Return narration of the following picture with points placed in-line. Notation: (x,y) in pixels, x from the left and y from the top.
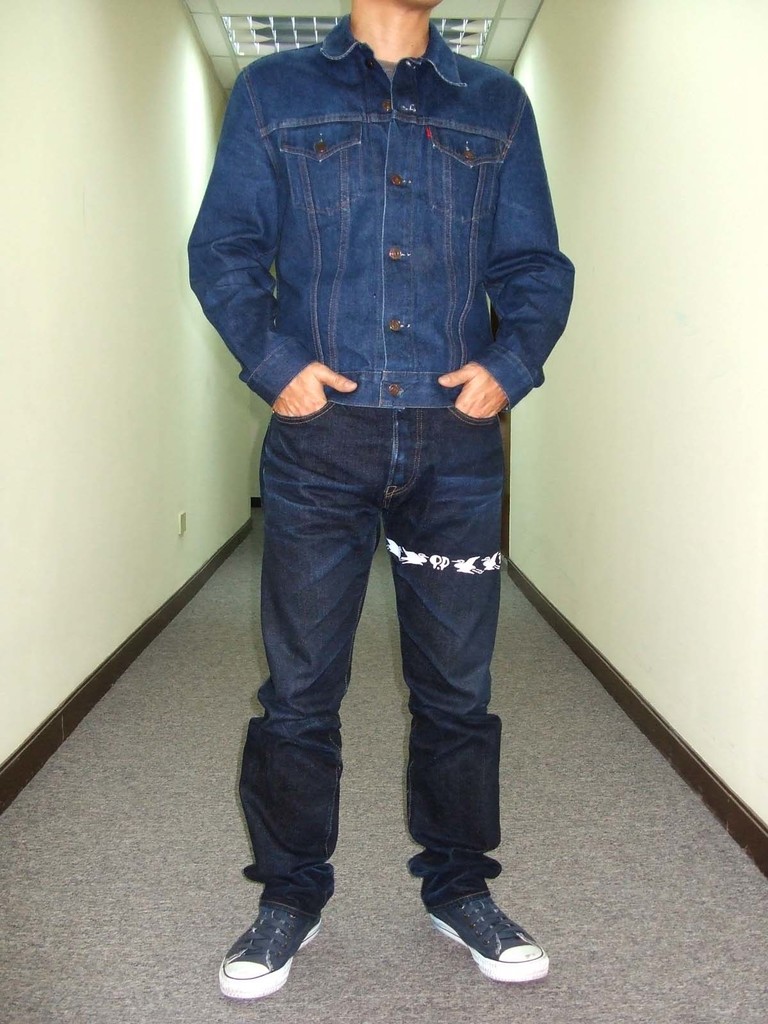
In the foreground (495,590) there is a person (496,412) standing on floor (344,831). On the left (124,393) it is wall (19,135). On the right (669,225) it is wall (530,69). At the top (268,38) we can see light (260,26) to the ceiling (207,36).
